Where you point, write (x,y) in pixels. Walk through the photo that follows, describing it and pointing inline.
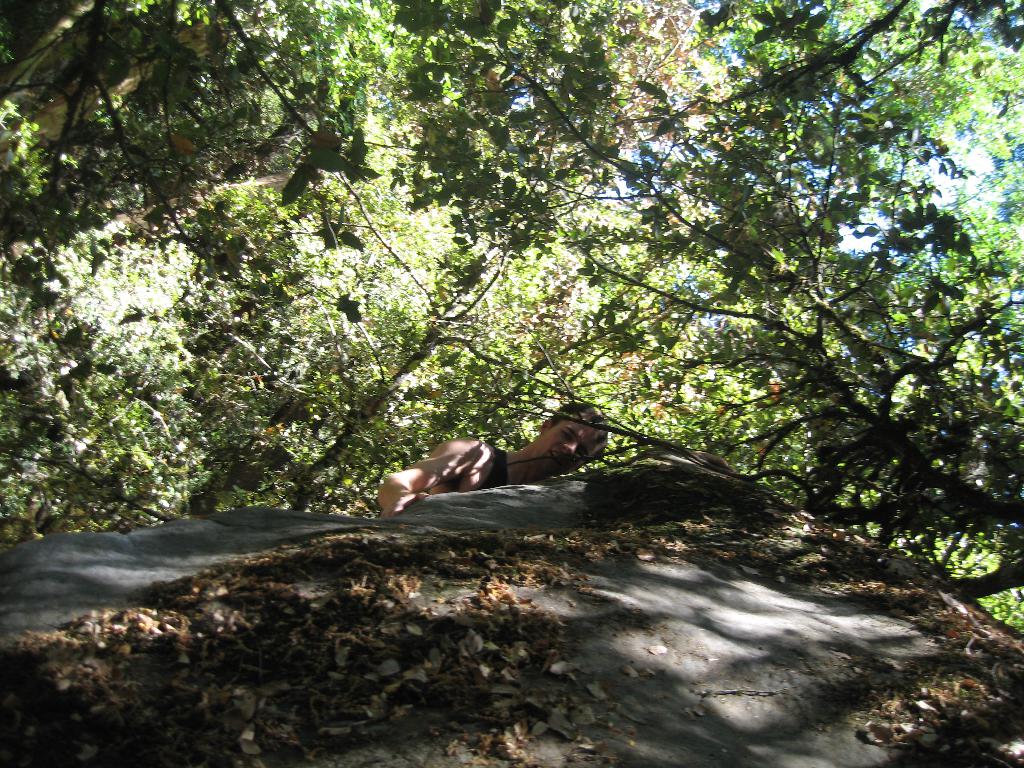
In this picture I can see a rock (638,517) and a man (558,434) on the side of it and few trees (749,351) and leaves (84,638) on the rock (446,577).
